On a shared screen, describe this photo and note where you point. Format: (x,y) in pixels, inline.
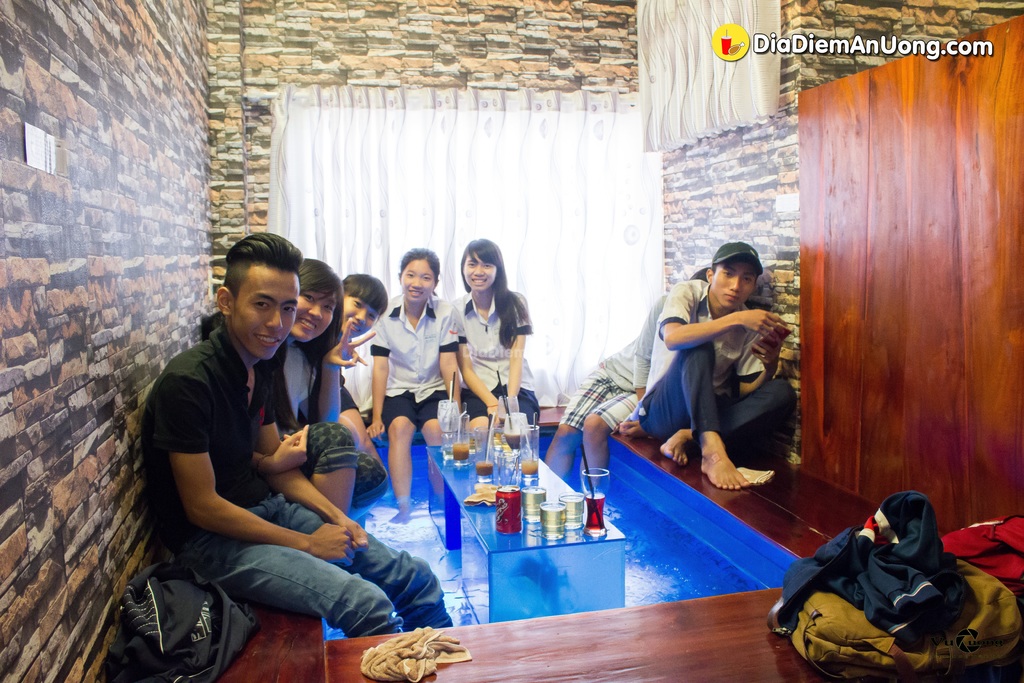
In this image, we can see a few people (229,465). We can see a table (519,587) with some objects (590,493) like glasses (528,439). We can also see some clothes (406,636). We can see the wall (199,92) and some curtains (672,54). We can also see some wood (926,93) and water mark (986,47) on the top right (961,83).
